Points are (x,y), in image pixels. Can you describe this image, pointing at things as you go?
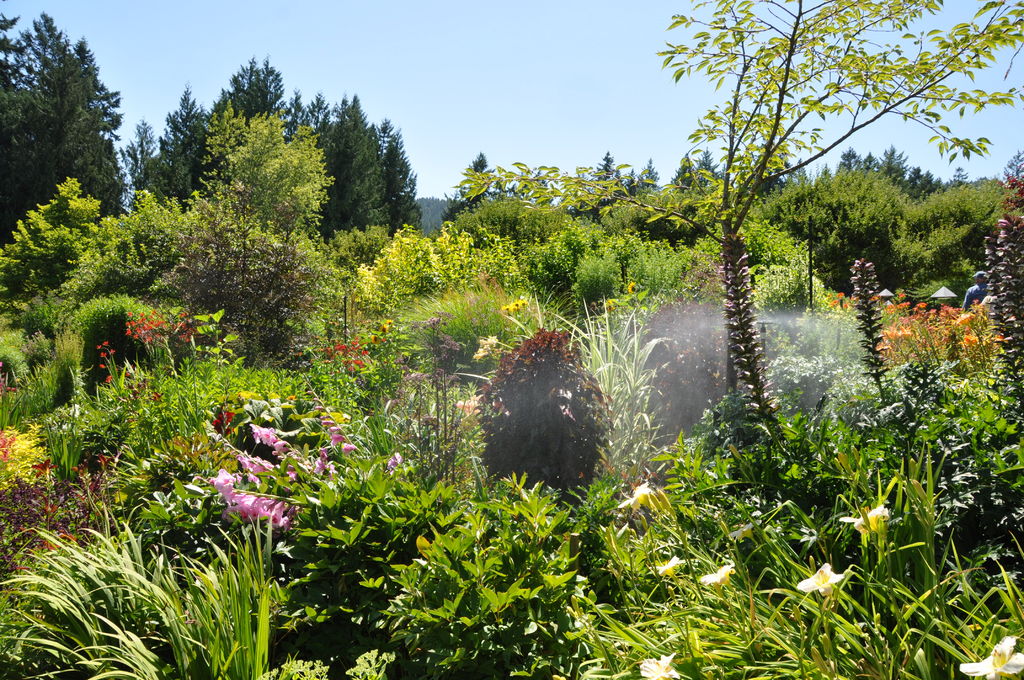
In this image we can see the grass (217,598), flowering plants (302,391) and the trees (532,216). And at the top (404,130) we can see the sky (500,139).
